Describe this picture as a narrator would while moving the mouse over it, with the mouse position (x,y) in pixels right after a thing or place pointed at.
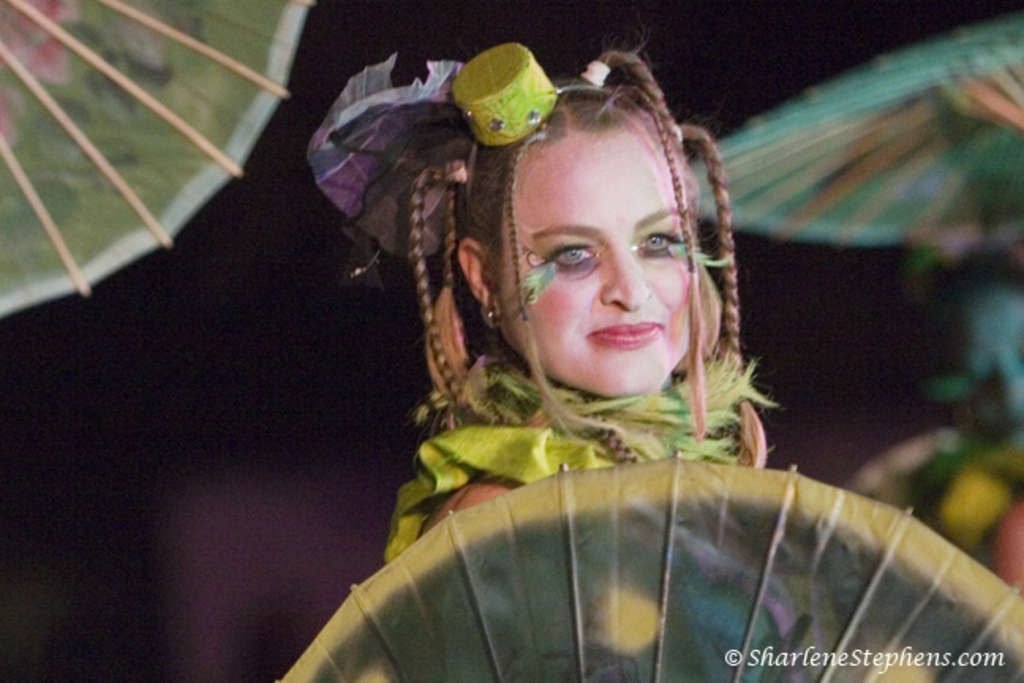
In this image we can see a woman (642,413) with a costume (612,421). We can also see some umbrellas (726,588) around her.
